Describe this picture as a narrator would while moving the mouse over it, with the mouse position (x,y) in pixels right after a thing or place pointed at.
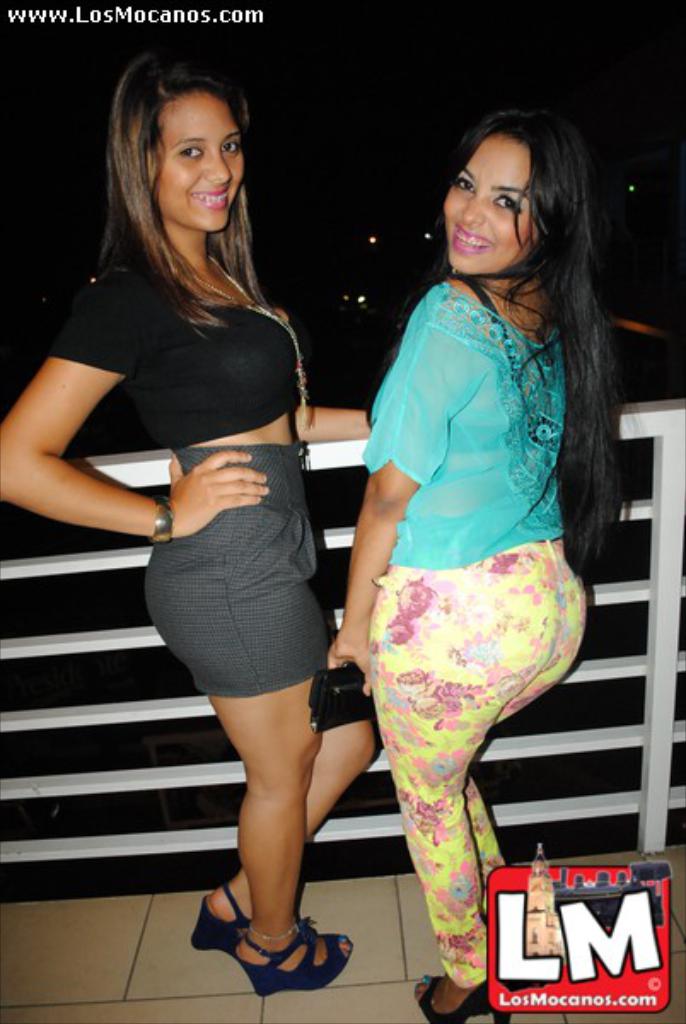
In this image there are two people (126,132) standing on the floor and they are smiling. Behind them there is a metal fence (624,746). In the background of the image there are lights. There is some text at the top of the image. There is a watermark (638,1008) at the bottom of the image (665,999).
